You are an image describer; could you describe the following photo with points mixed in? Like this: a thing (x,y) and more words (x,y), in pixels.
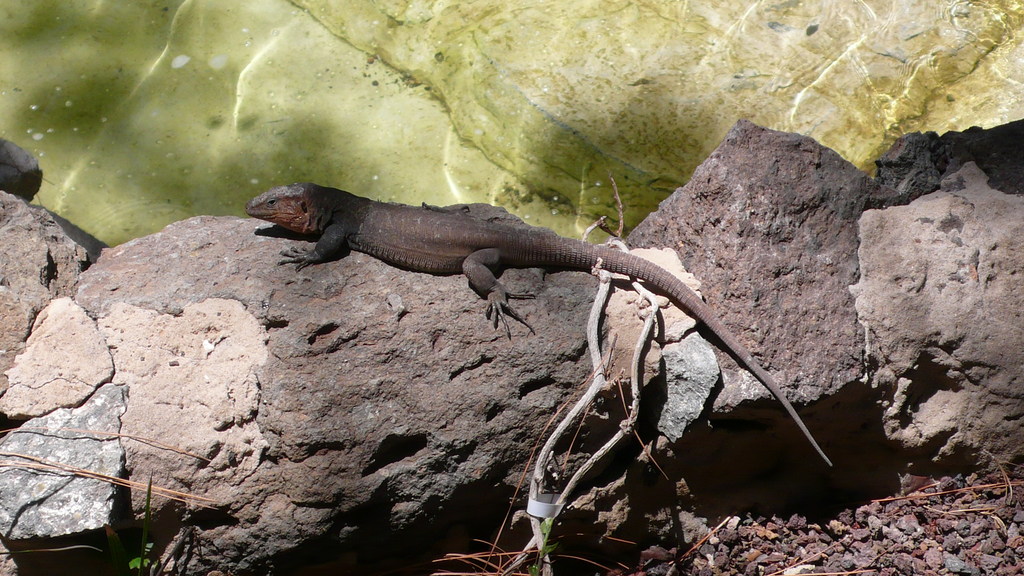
In the center of the image (458,268) we can see a lizard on the rocks (541,407). And we can see rocks (601,503), twigs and small stones (828,535). And we can see the green colored background (305,132).
